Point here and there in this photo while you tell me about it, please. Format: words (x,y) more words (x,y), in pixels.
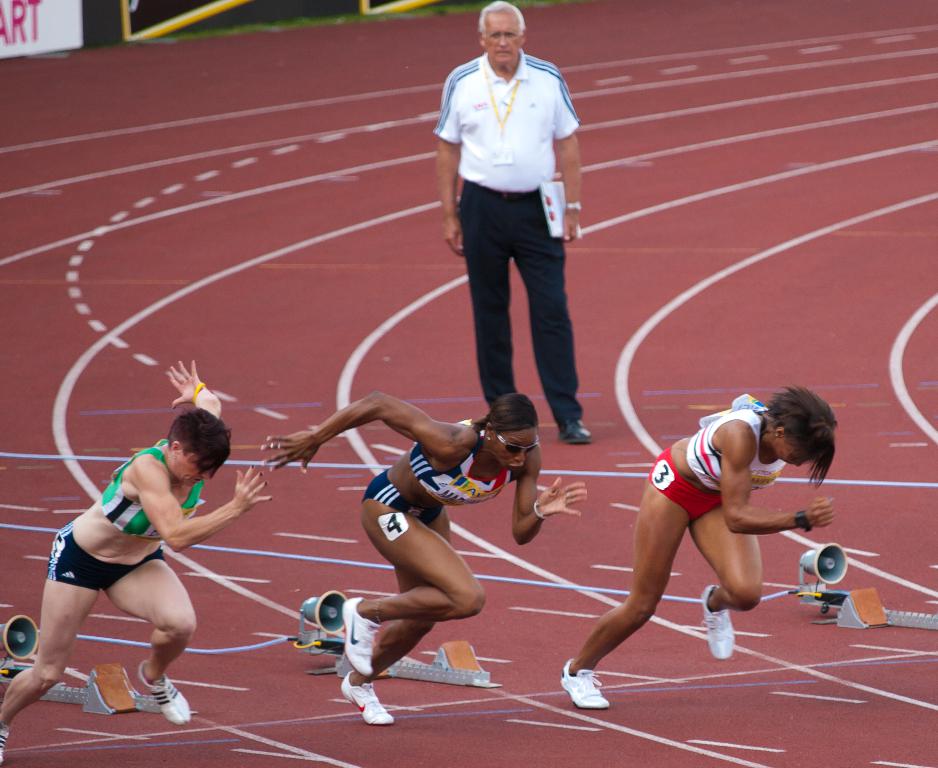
There are people (439,431) running and some objects (314,648) in the foreground area of the image (395,427), there are posters (148,11) and a man (439,158) standing in the background (77,34).
